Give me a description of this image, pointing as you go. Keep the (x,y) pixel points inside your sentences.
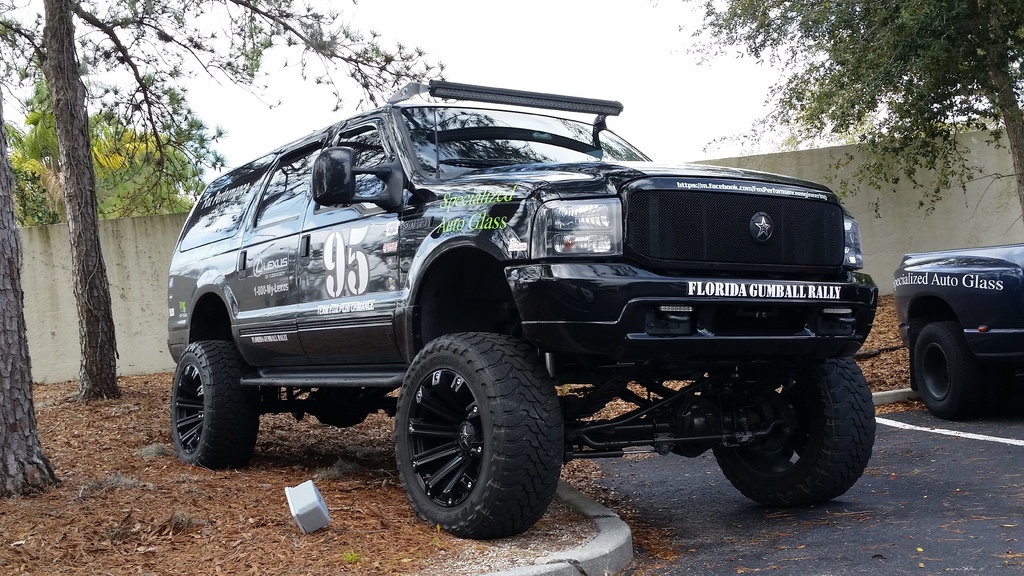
In the foreground of this image (587,327), there is a vehicle (546,370) half on the road (684,531) and half on the ground (376,476) and there is also a vehicle (929,355) on the right (927,348). In the background (889,71), there trees (128,140), wall (152,224) and the sky (612,75).
